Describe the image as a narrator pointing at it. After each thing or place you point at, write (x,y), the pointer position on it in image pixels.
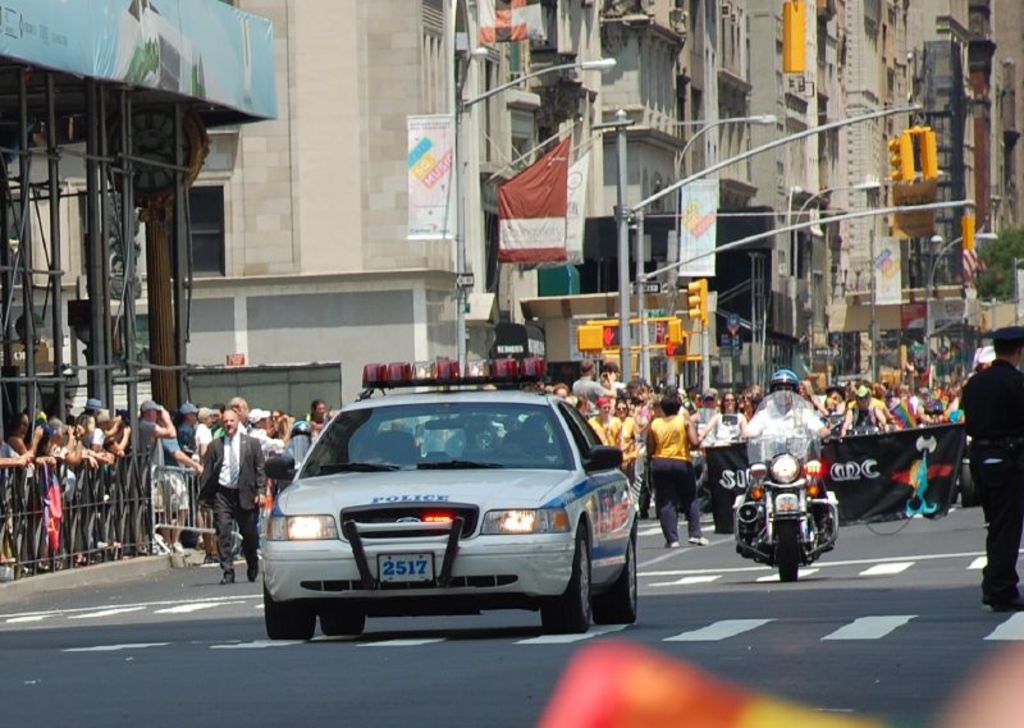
In the foreground of the image (392,538) we can see a police car (345,577) and bike (792,482) moving on the road (476,625) and in the background of the image (66,455) there are some persons (39,433) standing on the road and doing some parade, there are some street lights (662,270) and buildings (584,123).
